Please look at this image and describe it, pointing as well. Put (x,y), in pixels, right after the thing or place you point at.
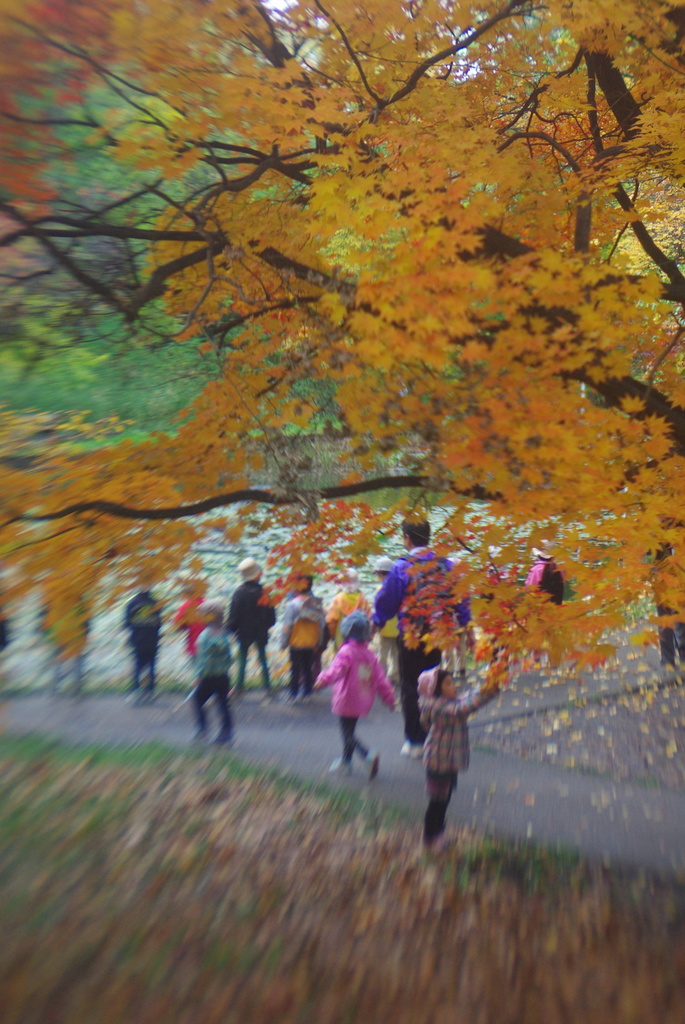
In the center of the image (239,594) there are children (333,770) walking on the road (285,708). In the background of the image (321,421) there are trees (403,403). At the bottom of the image (170,875) there are dry leaves (181,961).
